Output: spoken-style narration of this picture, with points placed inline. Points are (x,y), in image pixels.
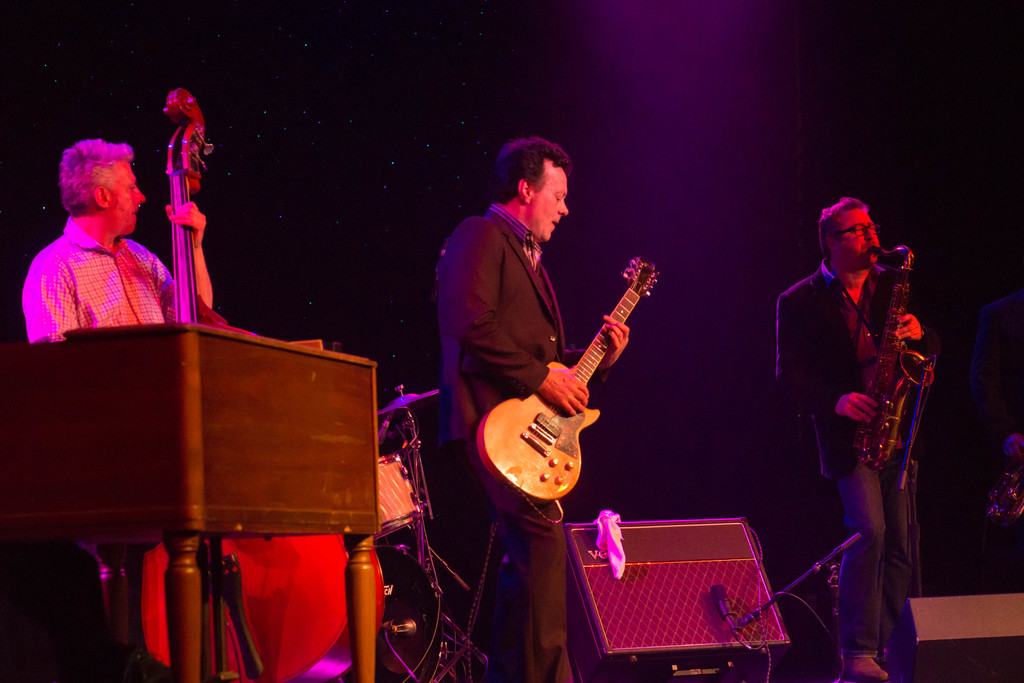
In this image i can see three persons (507,296) standing and holding musical instruments (639,286) in their hands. I can see microphones (722,596), and in the background (385,111) i can see screen (417,127).
